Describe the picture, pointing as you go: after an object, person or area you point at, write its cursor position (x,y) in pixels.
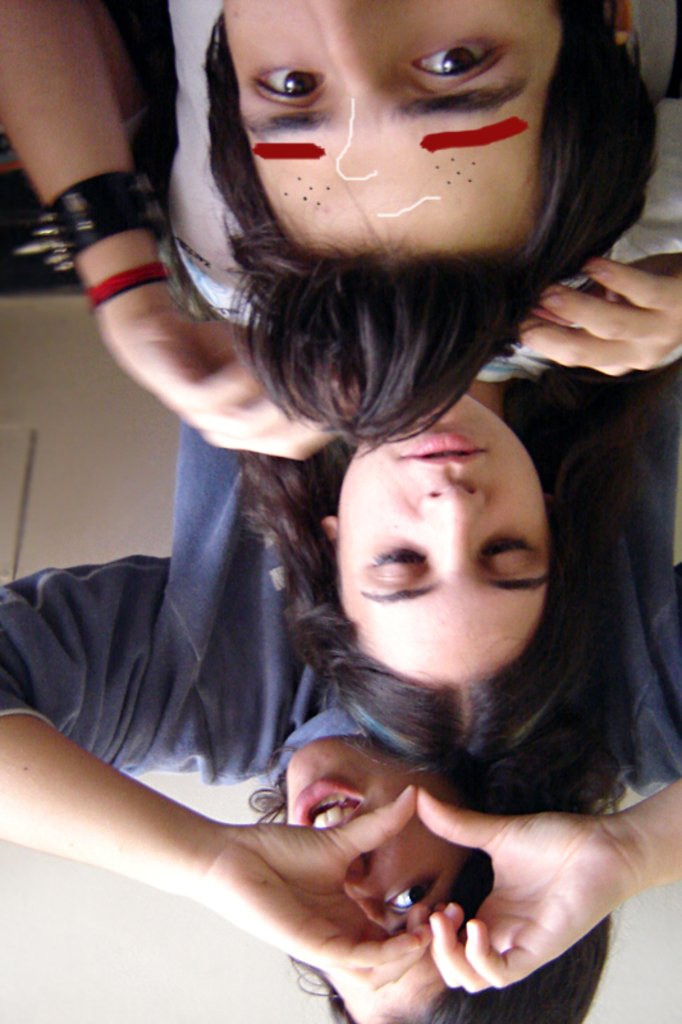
In the picture we can see three people (422,991) are sitting one behind the other.
